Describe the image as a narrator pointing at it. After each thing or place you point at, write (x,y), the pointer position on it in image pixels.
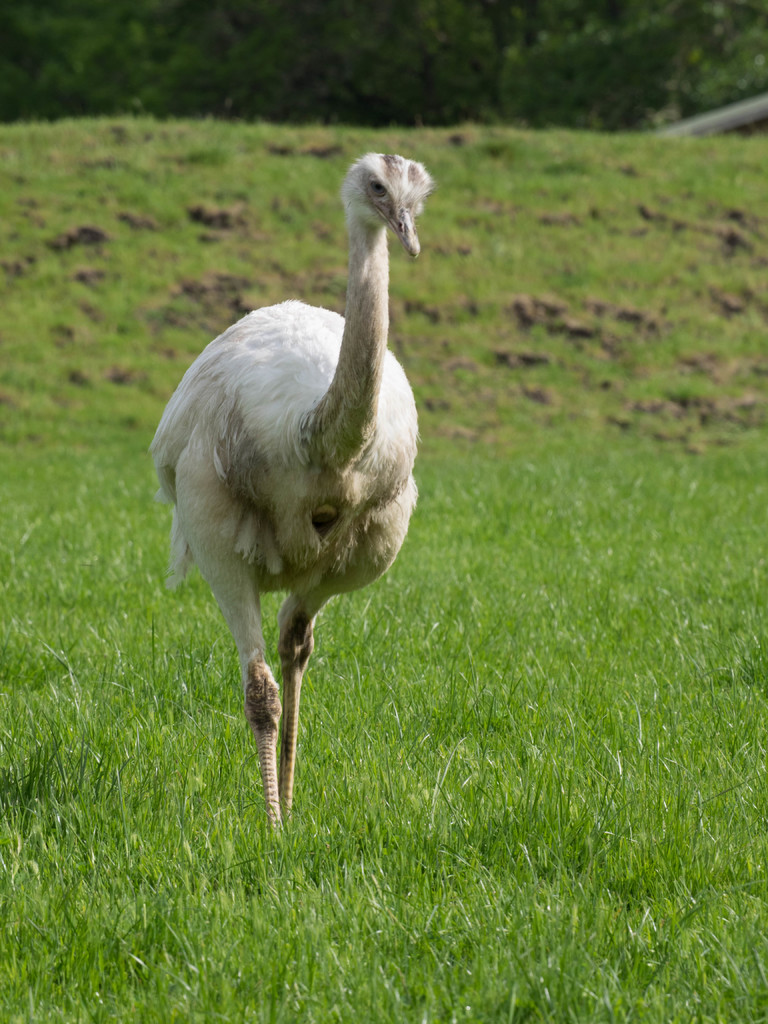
In this picture we can see a rhea bird (356,399), at the bottom (634,806) there is grass (676,766), there is a blurry background (685,44).
